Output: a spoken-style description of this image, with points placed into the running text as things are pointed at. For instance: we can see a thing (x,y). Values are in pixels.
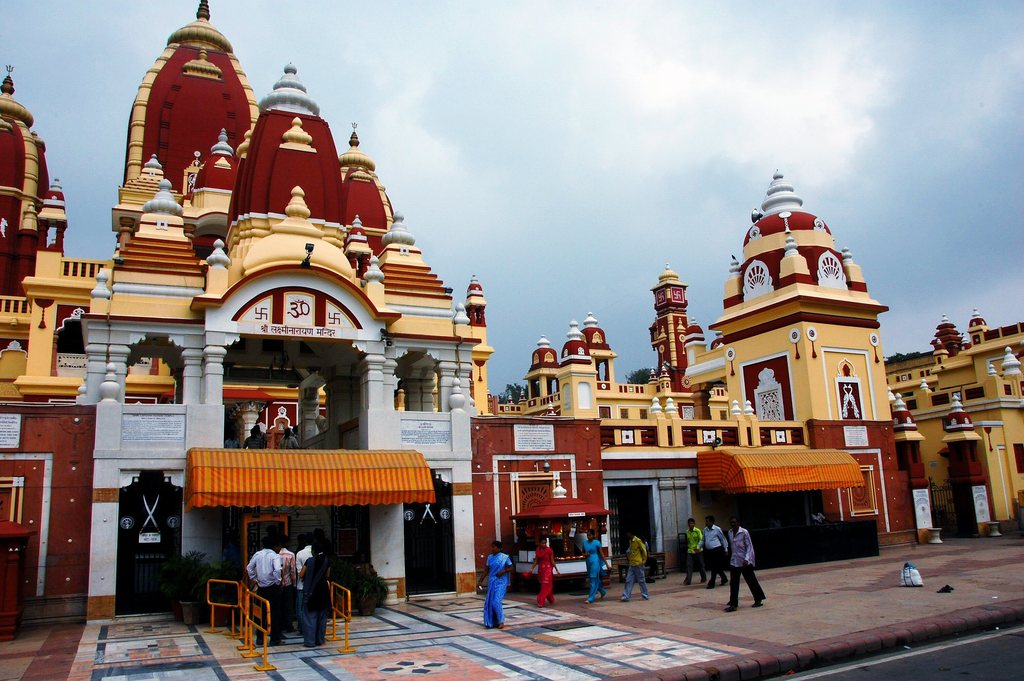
In this image in the center (420,377) there is a temple (461,489) and at the bottom (546,570) there are some people (311,593) who are walking and some of them are standing and some people (287,436) are entering into temple (294,421). At the bottom (513,634) there is a walkway (766,593), and on the top of the image (524,101) there is sky (573,143).
